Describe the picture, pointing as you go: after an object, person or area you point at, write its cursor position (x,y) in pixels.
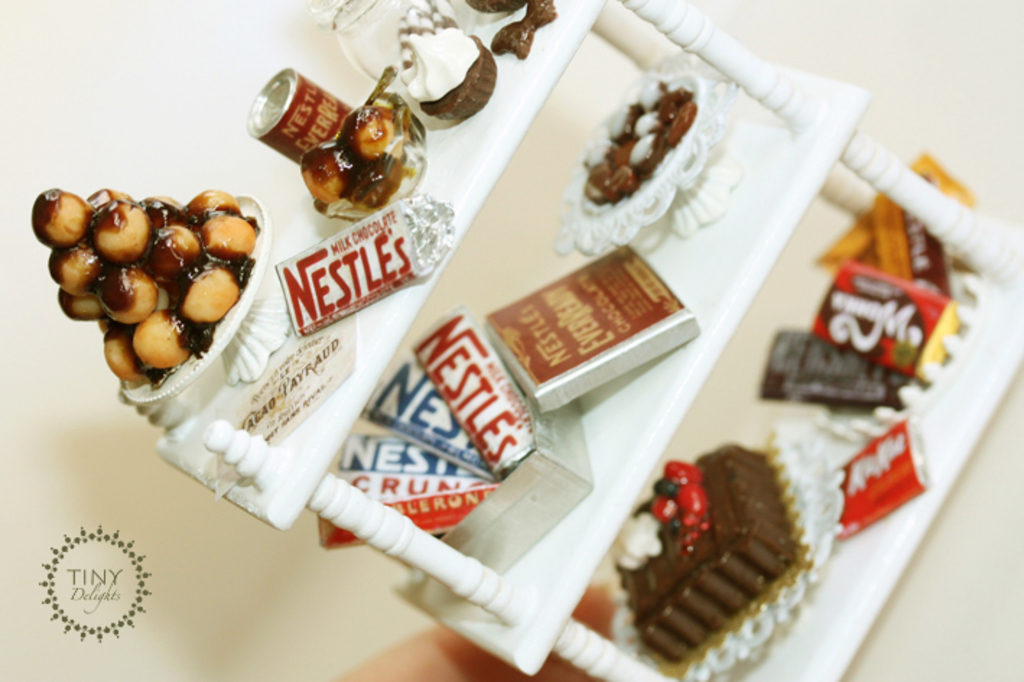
Here I can see a table (964,372) on which few boxes (448,502), jar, tin (318,129), cake (661,608), chocolates (824,366), bowls (234,320) and some other food items (201,314) are placed. At the bottom (439,663), I can see a person's hand (406,671). In the bottom left-hand corner (110,592) there is some text (107,572).
